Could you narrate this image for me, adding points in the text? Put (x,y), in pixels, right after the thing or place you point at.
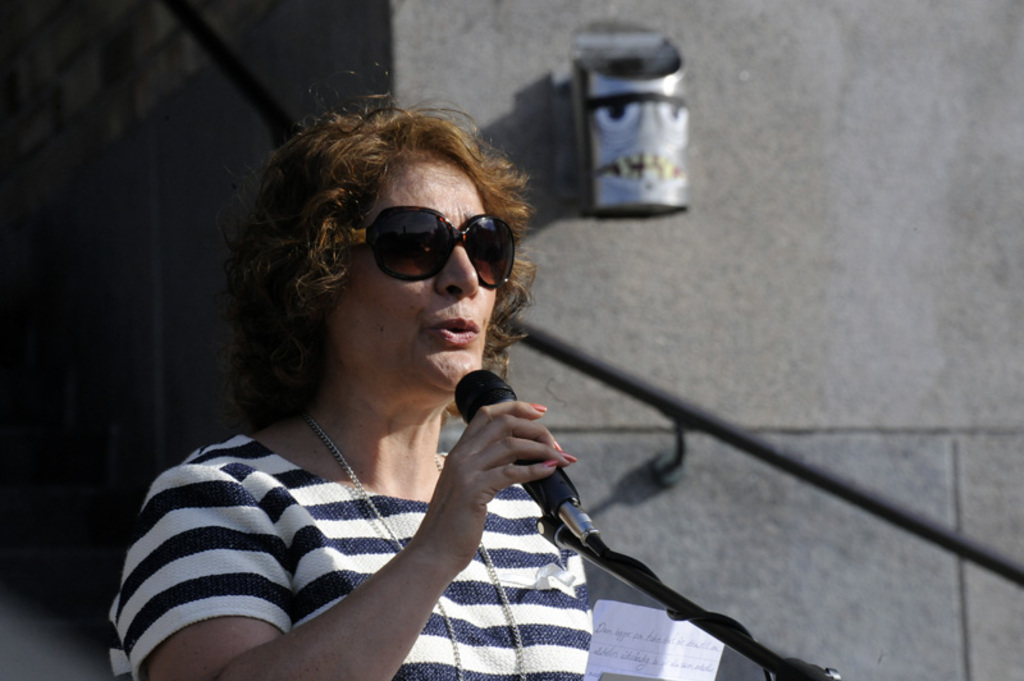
In this image we can see a woman (536,642) holding a microphone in her hand (491,472) and she is speaking.
